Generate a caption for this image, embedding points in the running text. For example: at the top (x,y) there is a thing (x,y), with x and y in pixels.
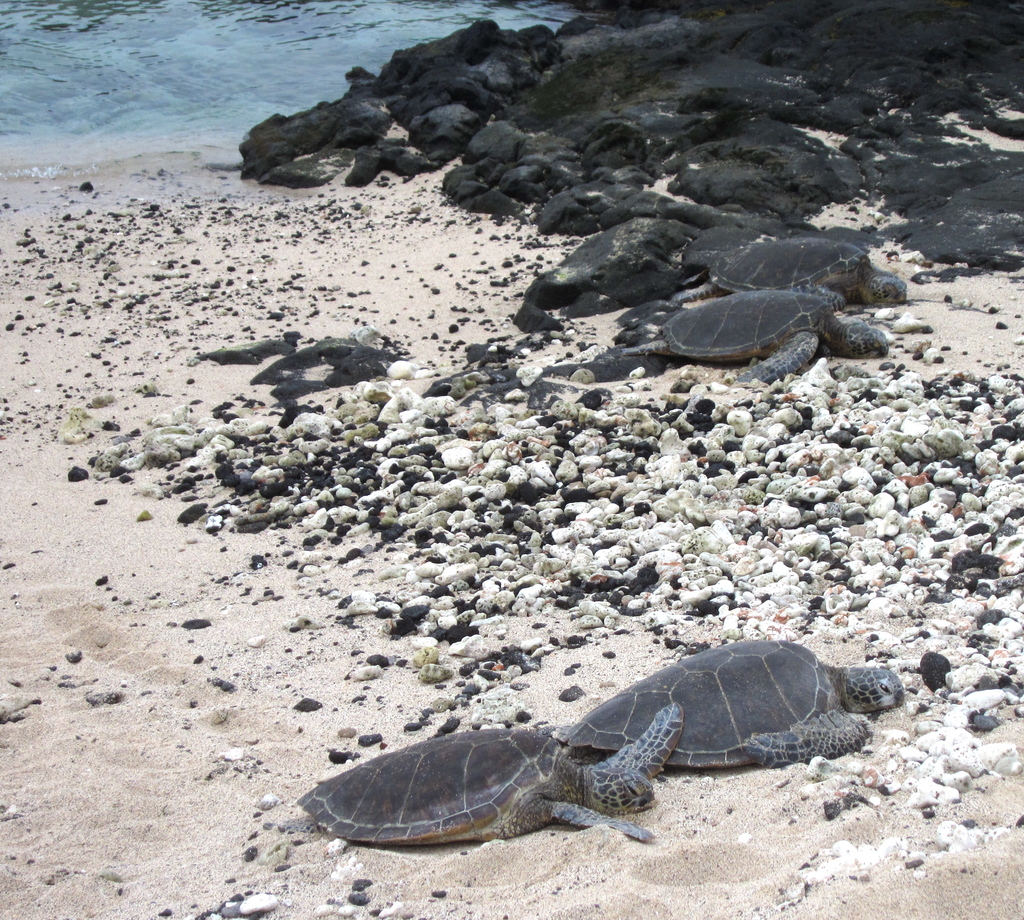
There are few turtles (701,747) on the sand (723,769) and there are few rocks (697,554) beside them and there is water (177,76) in the left top corner (231,81).
